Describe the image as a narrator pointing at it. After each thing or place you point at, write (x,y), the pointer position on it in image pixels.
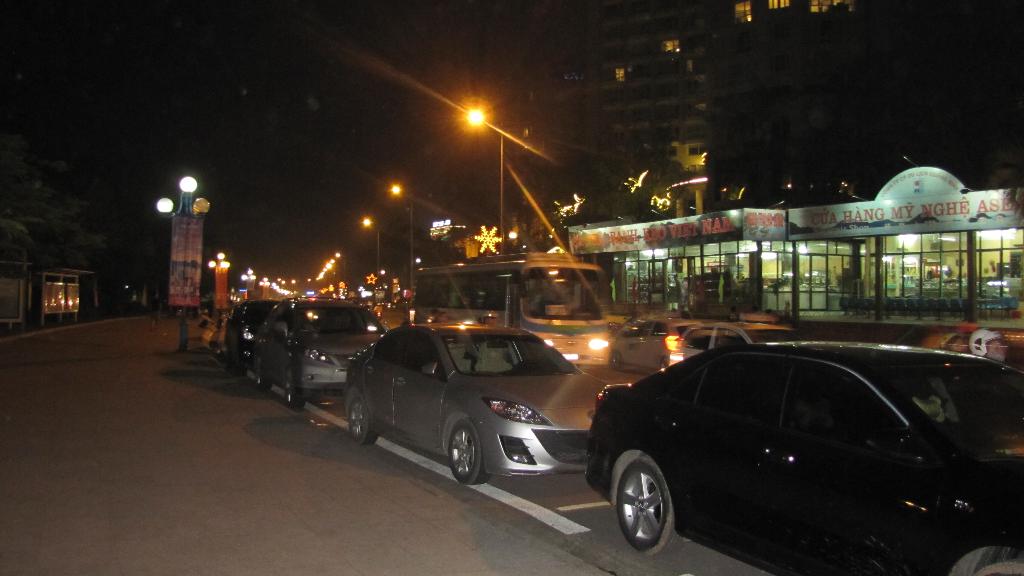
This picture is clicked outside. Here, we see many cars (607,428) are parked and a bus (464,281) is on the road (435,469). On the right corner of the picture (861,275), we see buildings (780,227). On either side of the road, we see street lights (222,267) and at the top of the picture (400,90), it is black in color. This picture is clicked in the dark.
